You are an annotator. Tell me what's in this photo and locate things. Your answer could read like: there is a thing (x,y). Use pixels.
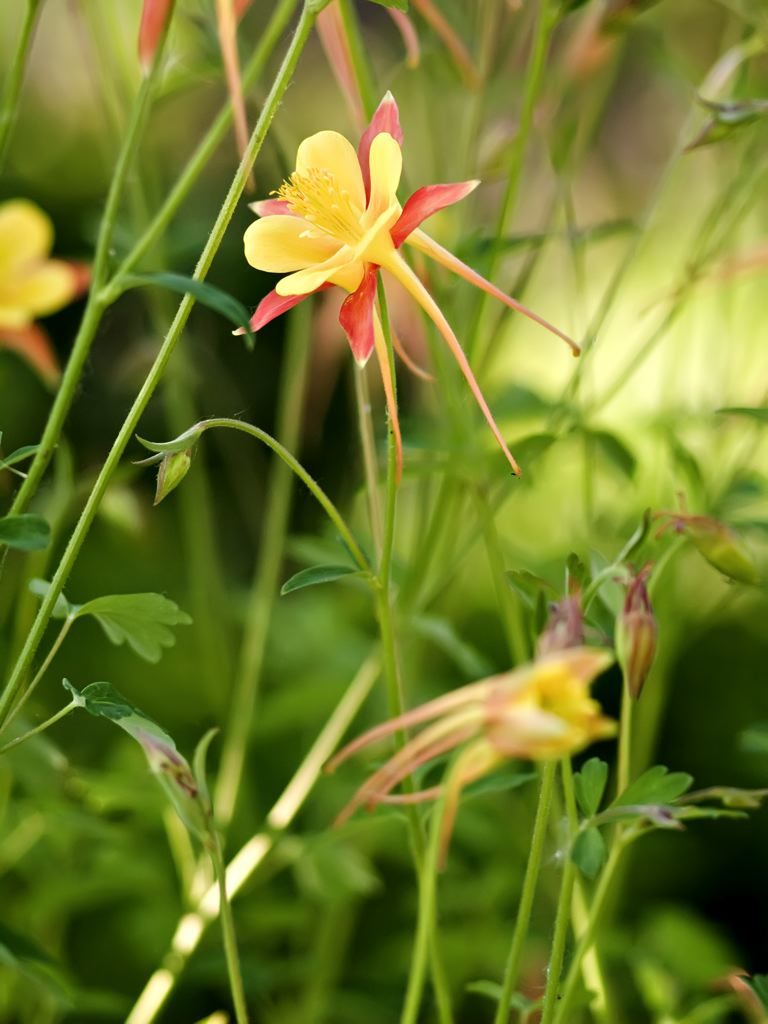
In this picture I can see there are few flowers (340,244) attached to the stem (389,650) and in the backdrop (273,462), I can see the image is blurred.
